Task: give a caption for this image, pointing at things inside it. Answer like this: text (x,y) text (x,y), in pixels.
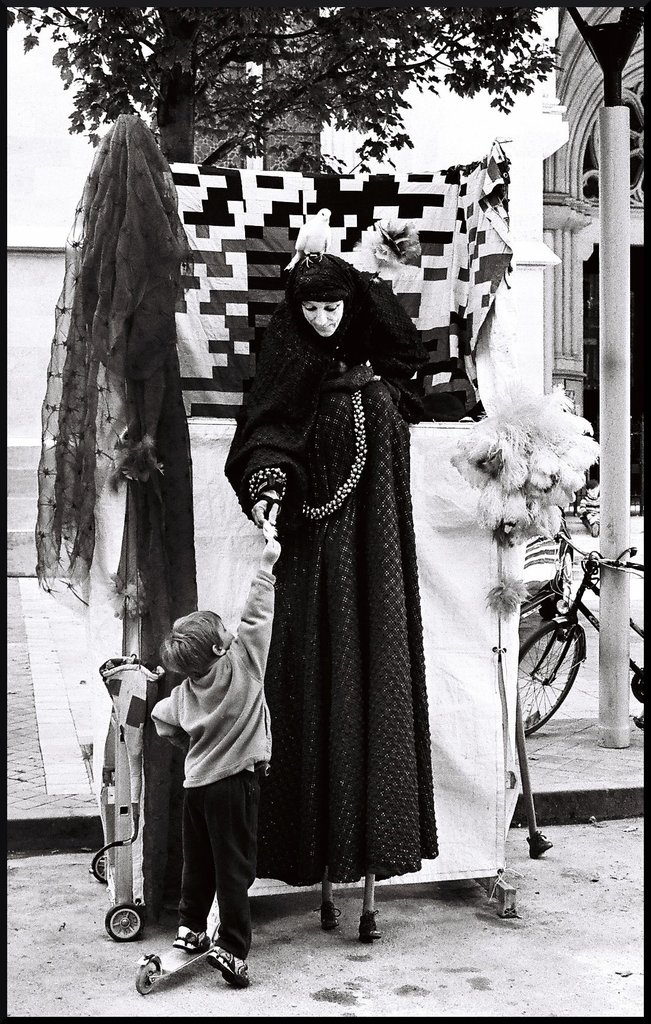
In this image we can see a lady (411,714), next to her there is a boy (247,760) standing on the skating board (178,961). In the background (563,562) there is a trolley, clothes (137,167), tree (320,112), pole (611,639), bicycle (559,702) and a building (563,347). At the bottom (452,985) there is a road (389,975).
